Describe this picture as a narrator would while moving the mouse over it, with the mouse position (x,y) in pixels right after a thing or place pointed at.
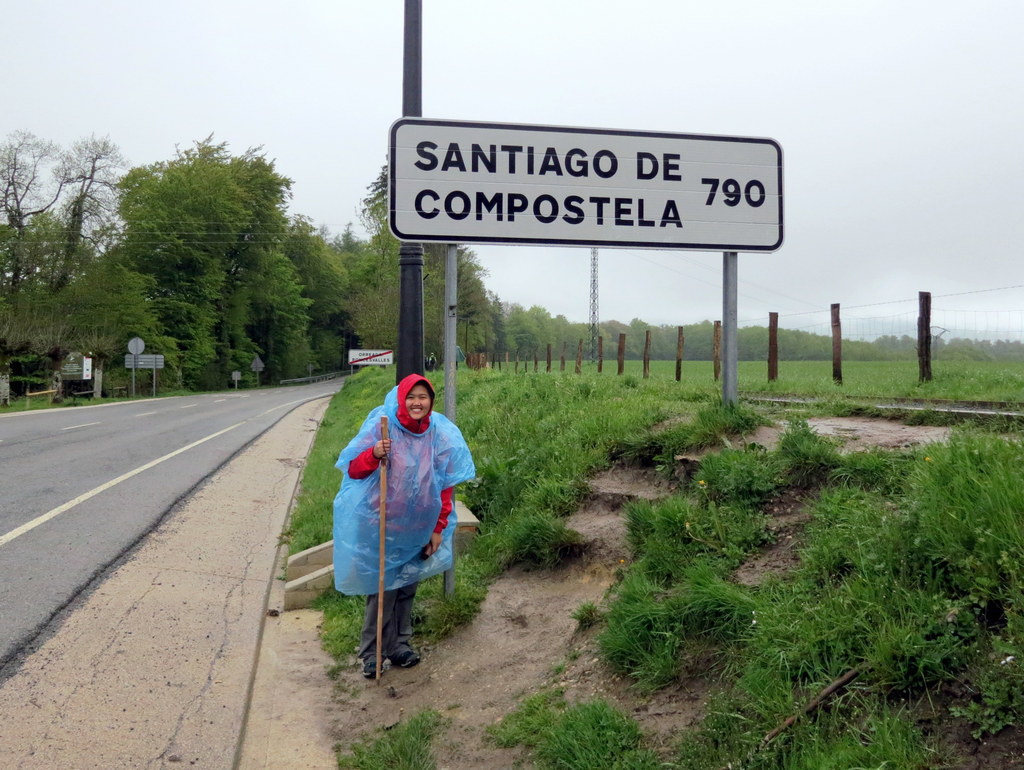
In this image, we can see a lady (354,459) standing and smiling along with stick (383,493) and in the background (598,348), there are trees (365,283), poles (403,273) along with wires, name boards (435,242) and sign boards (615,247). At the bottom (109,517), there is road (130,468) and ground (756,574) covered with grass (852,520).
